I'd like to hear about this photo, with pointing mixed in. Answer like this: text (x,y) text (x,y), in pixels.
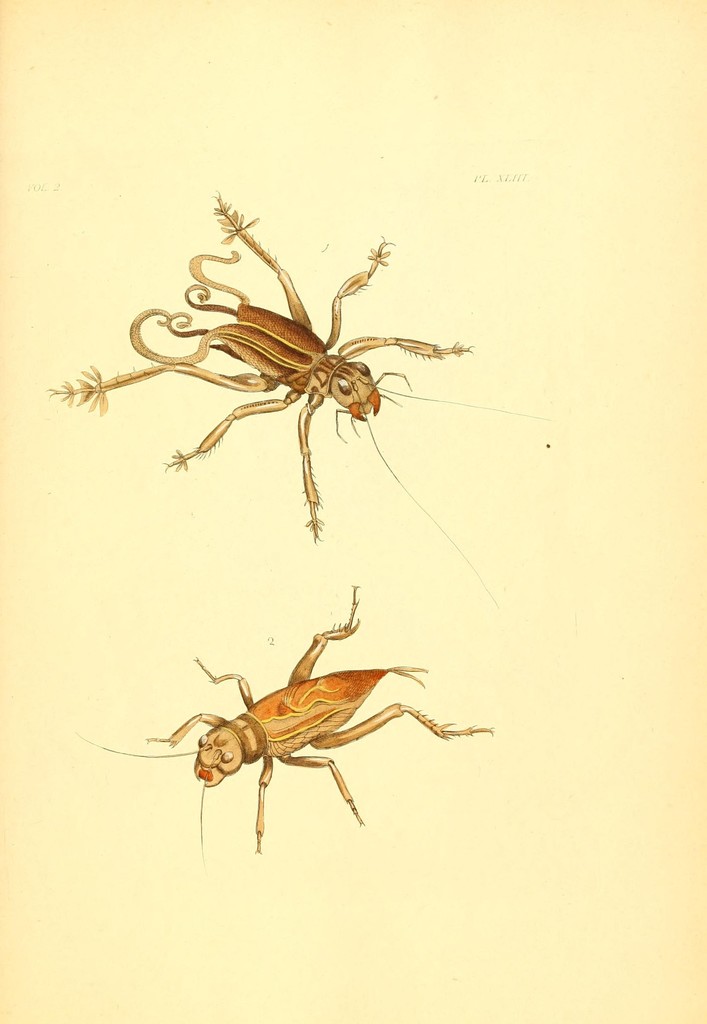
In this image, I can see the drawing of an insect (406,675) in the paper (394,434).
